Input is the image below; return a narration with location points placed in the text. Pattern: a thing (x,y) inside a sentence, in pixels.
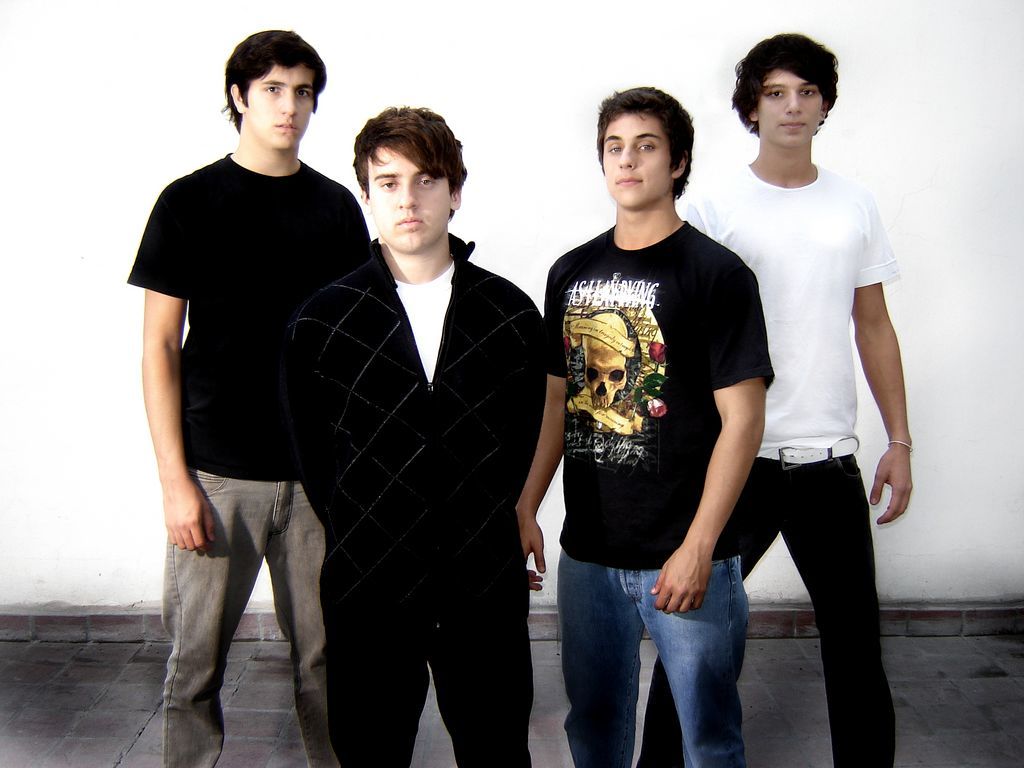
On the right (773,362) there is a man (834,575) who is wearing white t-shirt (820,393) and trouser (830,532), beside him we can see a man (600,453) who is wearing black t-shirt (679,378) and jeans (684,715). On the left (235,506) there is another man (256,258) who is wearing black t-shirt (235,376) and trouser (223,568). In the center (362,317) there is another man (506,390) who is wearing jacket (385,550) and black jeans (418,718). They are standing near to the wall (524,48).
